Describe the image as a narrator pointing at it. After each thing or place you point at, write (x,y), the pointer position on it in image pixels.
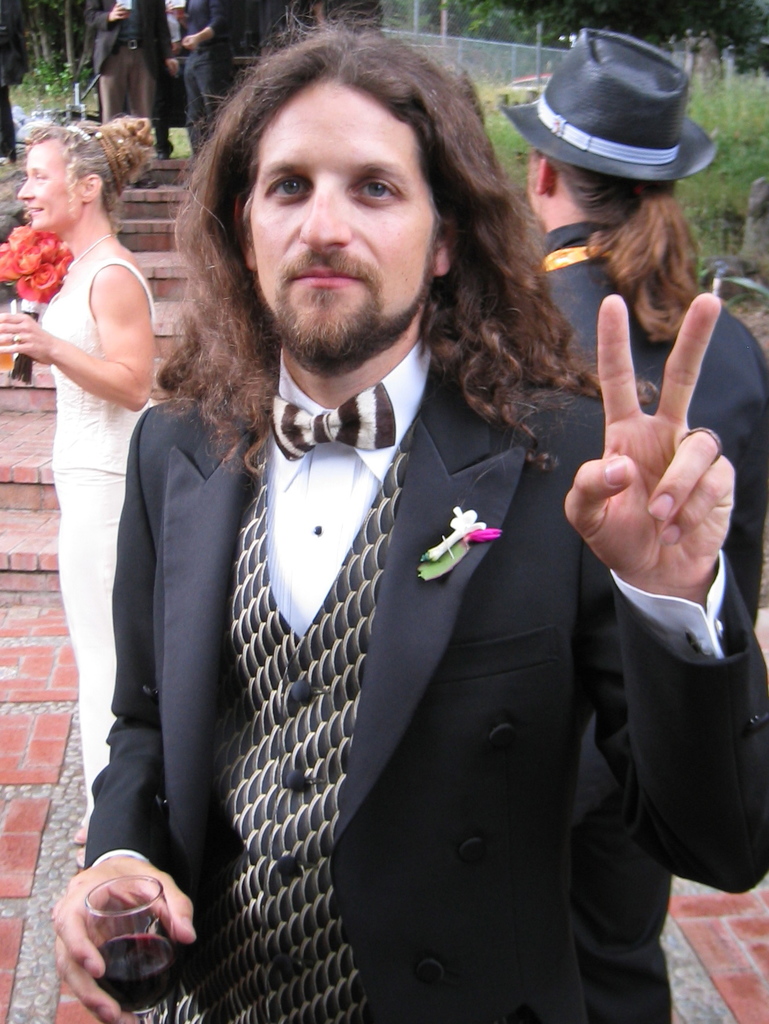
In this image there are people (666,144). The person (108,528) standing on the left (100,467) is holding a flower bouquet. In the background (715,56) there are trees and we can see a fence (539,54). There are stairs (158,314).
